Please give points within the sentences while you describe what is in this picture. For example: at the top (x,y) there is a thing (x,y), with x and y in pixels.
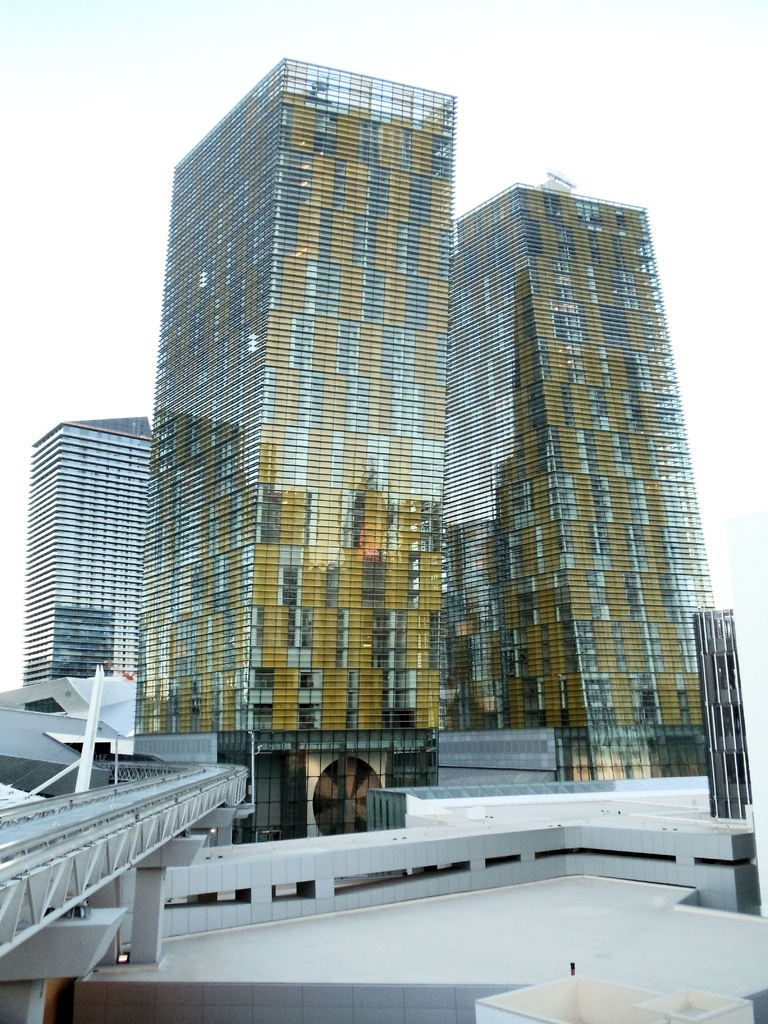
This picture is clicked outside. In the foreground (693,850) we can see the bridge (220,833) and some objects (561,872) and in the center (487,549) there are some buildings (293,445). In the background (616,46) there is a sky (583,41).
